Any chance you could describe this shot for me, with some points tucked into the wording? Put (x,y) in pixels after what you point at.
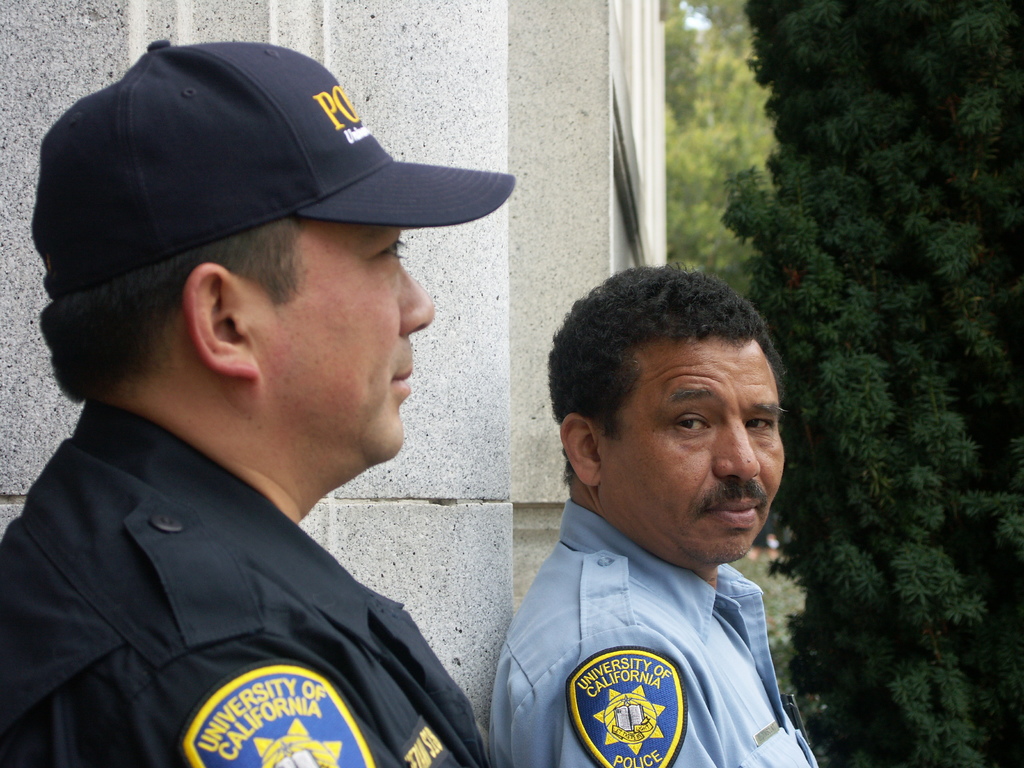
In this picture we can see two persons (526,662), one person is wearing a cap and in the background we can see trees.
